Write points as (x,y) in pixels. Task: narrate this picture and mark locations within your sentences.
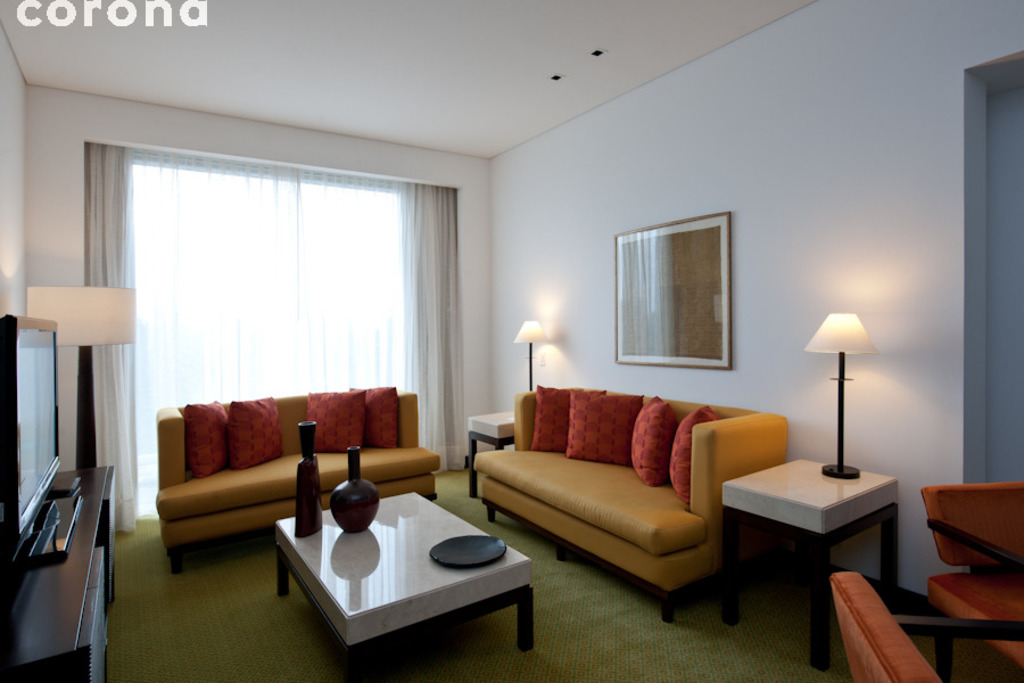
in the picture we can see the living room (386,484) in which sofas (513,480), tables (412,525), table lamp (843,356) and frame (708,325) attached to the wall (493,301) are present, here we can also see the curtains (243,293) which is attached to the window (147,249), here we can also see an lcd screen (41,465) present on the table (87,499).
